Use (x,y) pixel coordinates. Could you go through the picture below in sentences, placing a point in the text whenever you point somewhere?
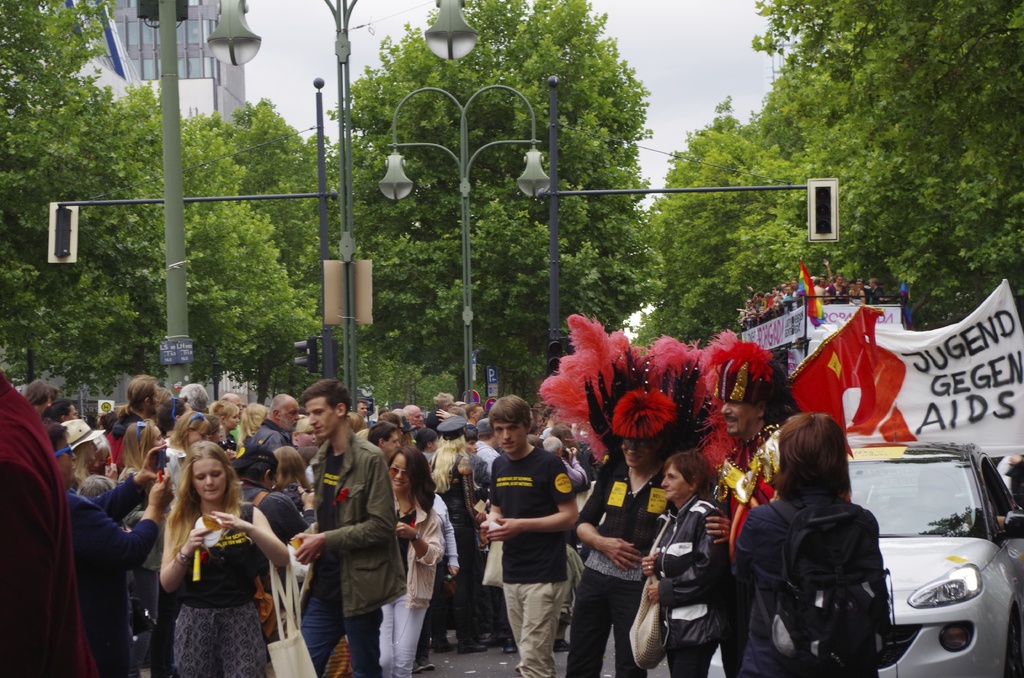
In the image we can see there are many people (458,463) around and they are wearing clothes (432,517). We can even see there are many trees (775,160), light poles (348,228) and a white sky (653,88). Here we can see a vehicle (894,526), building (205,81) and posters (879,406).
